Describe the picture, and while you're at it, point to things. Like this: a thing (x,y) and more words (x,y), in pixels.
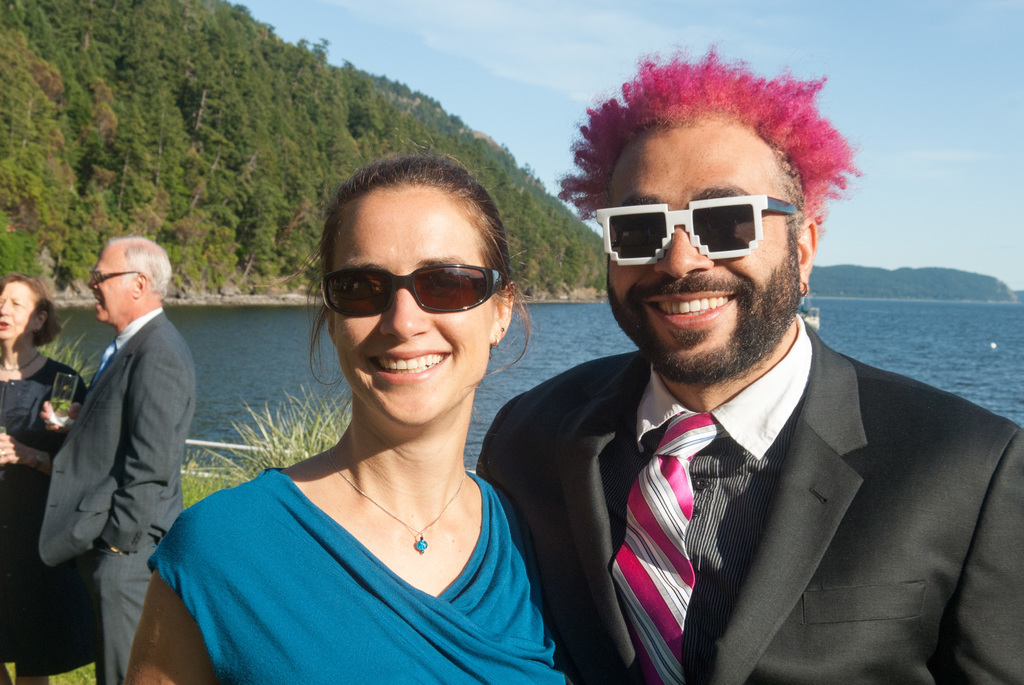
On the left side (134,498), there is a woman (39,358) and a man (114,365) standing. On the right side (966,533), there is a man (680,323) and woman (495,304), wearing sun glasses (744,236), smiling and standing. In the background (484,435), there is water (325,333), there are mountains (408,143) and there are clouds (573,35) in the blue sky (726,29).
